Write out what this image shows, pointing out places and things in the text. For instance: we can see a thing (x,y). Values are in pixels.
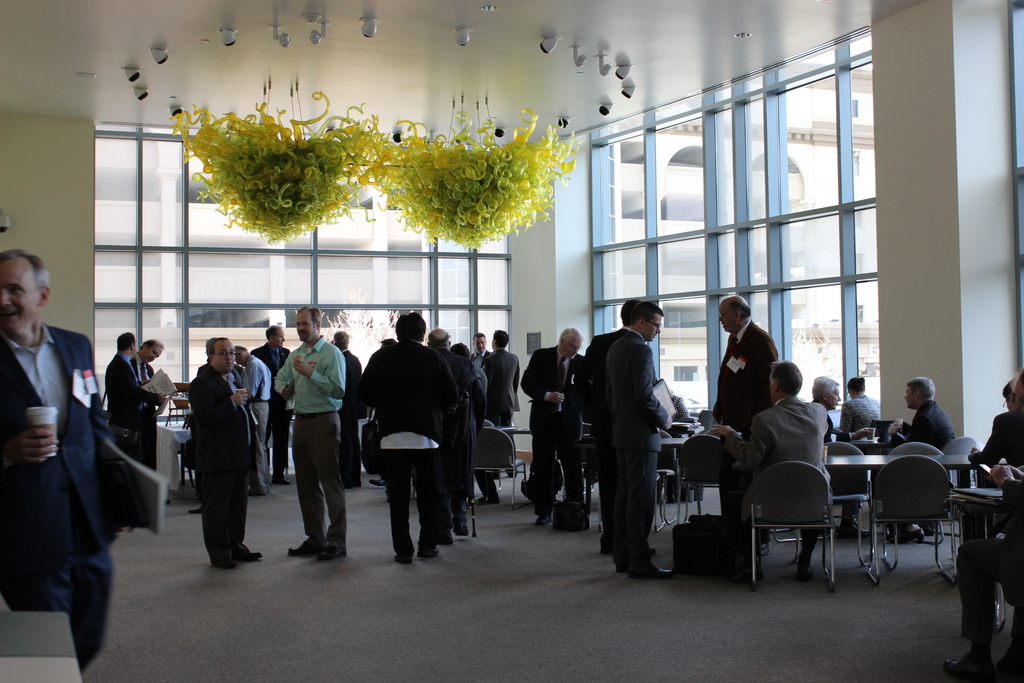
there are so many people (587,372) standing in a room (600,565) and few (1002,447) sitting in the chairs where a yellow color chandelier (446,153) hanging from ceiling (371,73).
